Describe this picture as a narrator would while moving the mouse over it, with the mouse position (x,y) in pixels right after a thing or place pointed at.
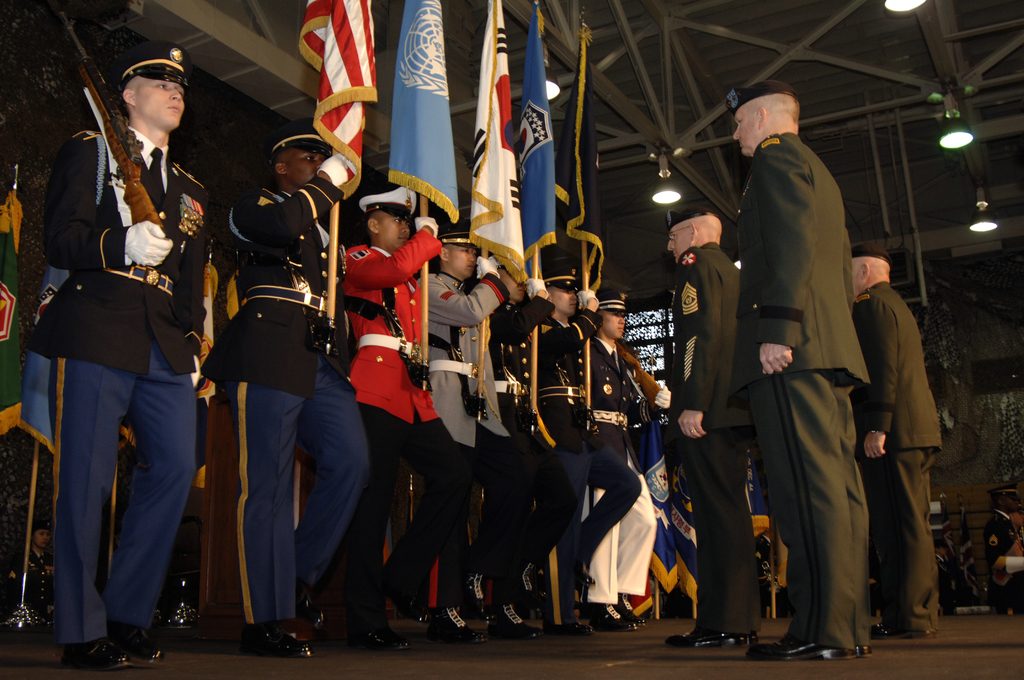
In this image we can see people (294,273) wearing an uniform (275,385) and holding flags (398,72). To the left side of the image (187,342) there is a person (171,330) holding a gun (76,37). At the bottom of the image (480,665) there is floor (693,659). To the right side of the image (732,550) there are few people (797,536) standing. At the top of the image (926,183) there is ceiling (1013,59) with lights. In the background of the image (660,483) there are flags (679,517).
